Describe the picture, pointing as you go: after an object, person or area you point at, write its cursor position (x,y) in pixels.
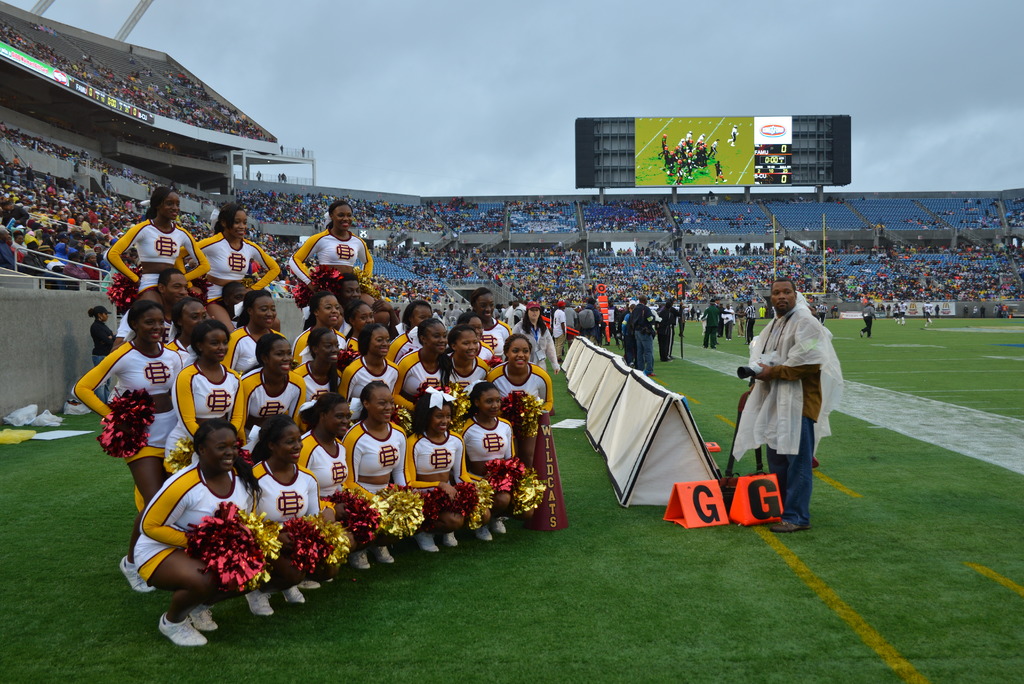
In the picture I can see a group of people (476,448) among them some are standing and some are in squat positions. In the background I can see the sky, the grass (626,552), a screen (638,169), fence (611,435) and some other objects (641,459) on the ground (734,542). This is a inside view of a stadium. In the background (380,144) I can see the sky (436,93).
